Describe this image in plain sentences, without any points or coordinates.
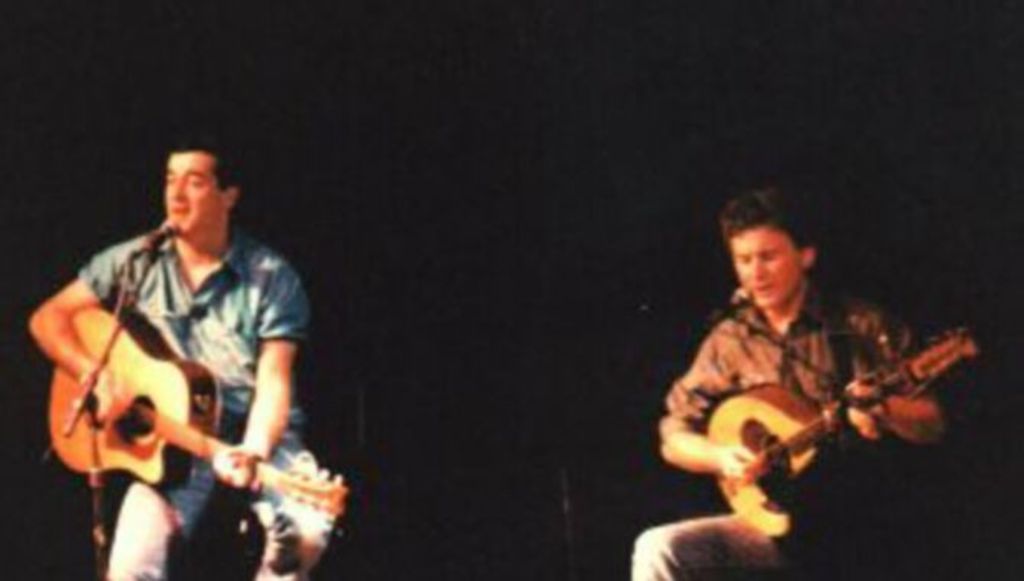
In this image we can see two persons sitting on a chair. They are playing a guitar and singing on a microphone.
